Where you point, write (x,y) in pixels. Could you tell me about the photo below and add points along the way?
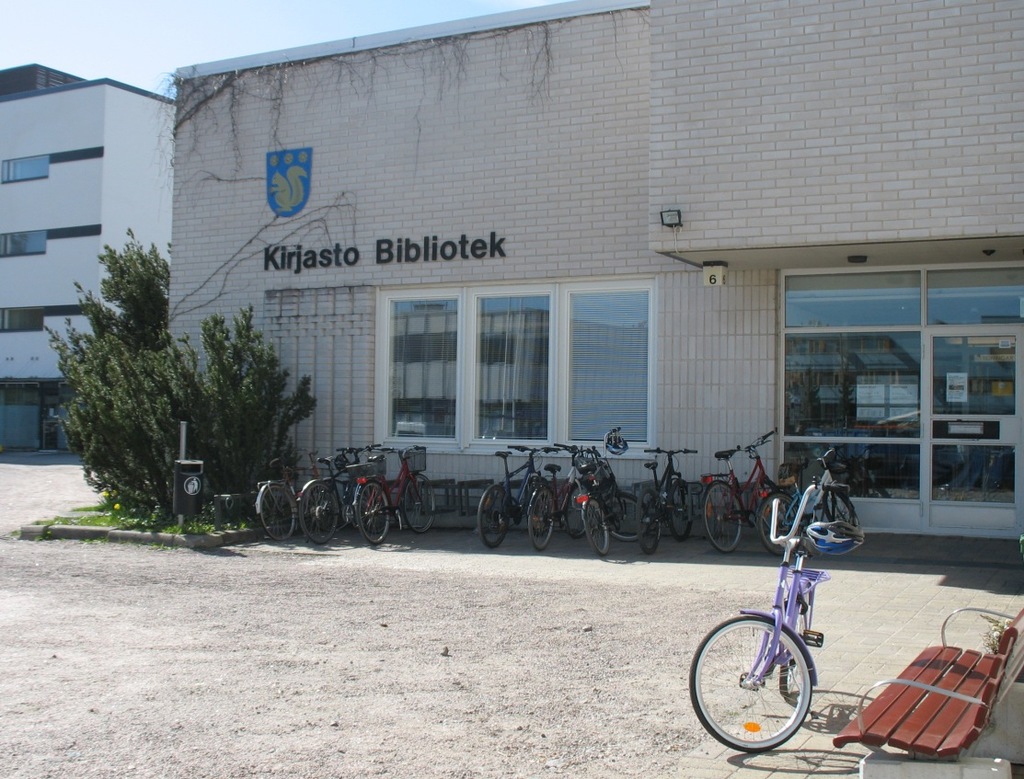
In this image there are buildings (248,130) and trees (112,389). We can see bicycles (569,521). On the right (934,696) there is a bench (934,733). In the background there is sky (242,55).
